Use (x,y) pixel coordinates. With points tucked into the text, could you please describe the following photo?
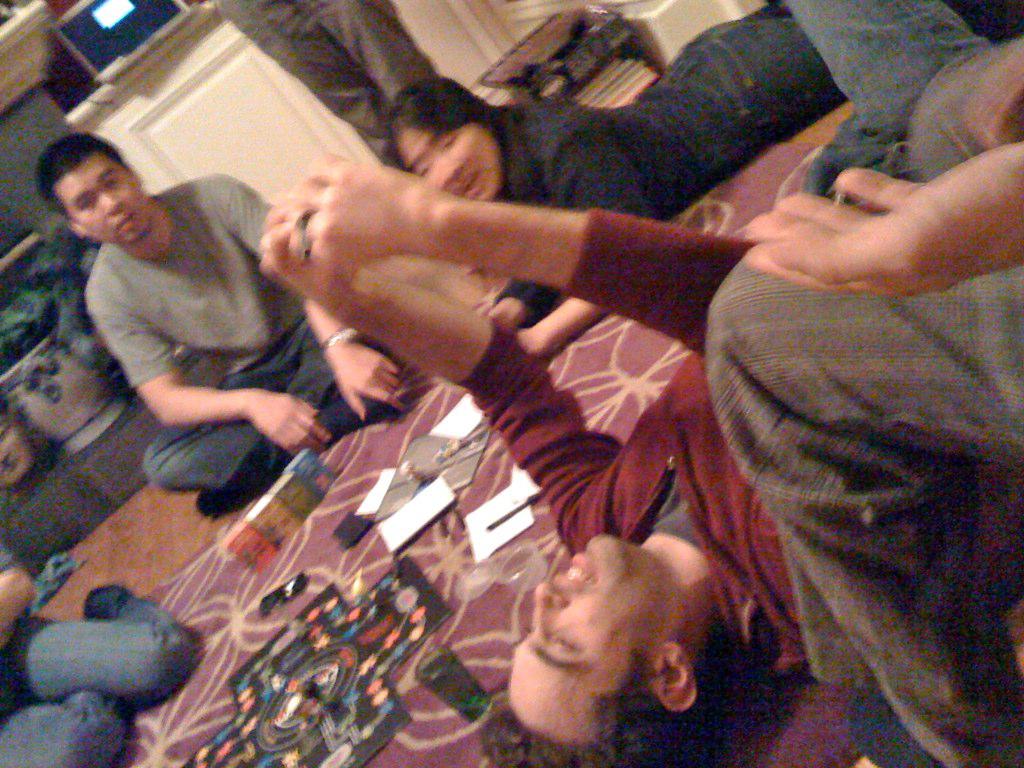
In this image, I can see a group of people (394,381) on the floor (503,623) and some objects (316,648). In the background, I can see a wall (315,138), door (343,137), table (577,48), screen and some objects (632,73). This image taken, maybe in a room (523,377).
